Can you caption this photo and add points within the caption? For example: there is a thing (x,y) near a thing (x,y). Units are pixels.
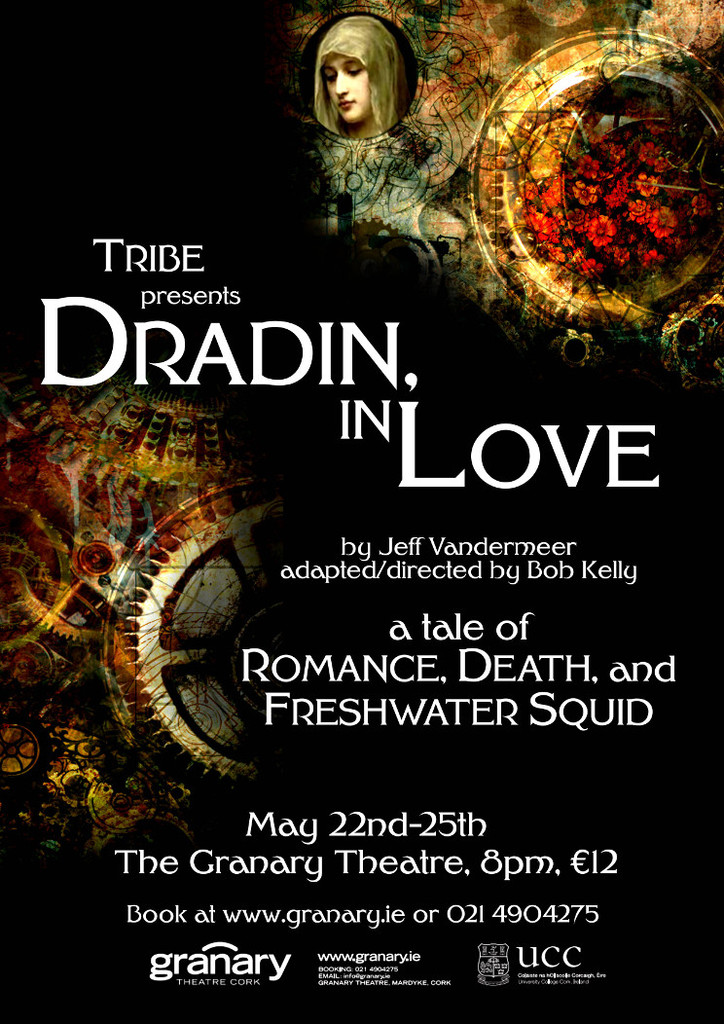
This image looks like a poster (487,967) with text (362,429) and images (716,176) on it.
